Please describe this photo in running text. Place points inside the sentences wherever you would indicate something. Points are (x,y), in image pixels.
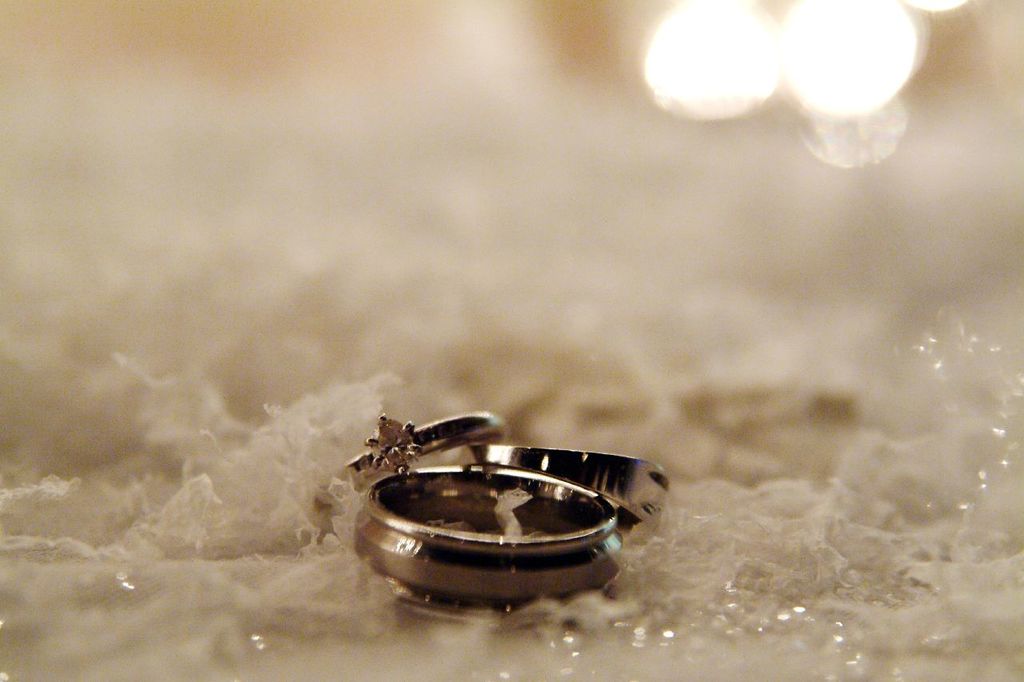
In this image there are three rings (478,506) placed on the white surface (967,588).
